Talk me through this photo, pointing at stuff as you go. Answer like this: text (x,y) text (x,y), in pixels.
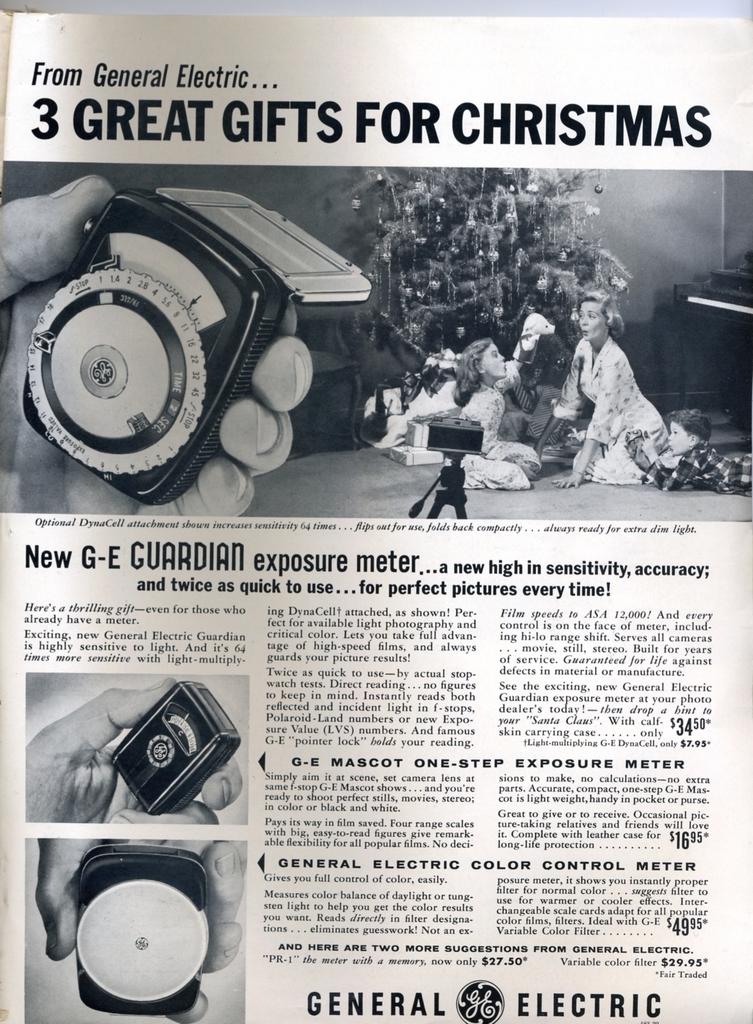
In this image I can see a paper (286,436) and on it I can see the black and white picture (453,349) in which I can see two persons (487,406) sitting, a tree (472,246) and a human hand (230,442) holding an object (171,280). I can see something is written and few other pictures (163,730) on the paper (139,778).
